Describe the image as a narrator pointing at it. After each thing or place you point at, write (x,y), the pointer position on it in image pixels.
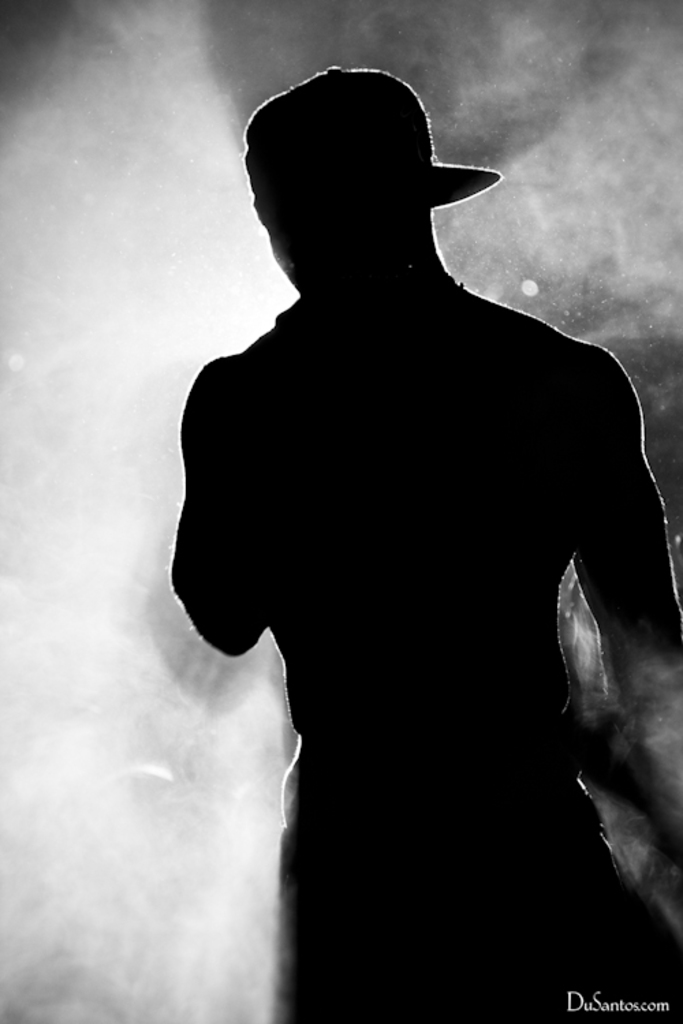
This is a black and white image. In this image we can see a man (553,748) standing.
